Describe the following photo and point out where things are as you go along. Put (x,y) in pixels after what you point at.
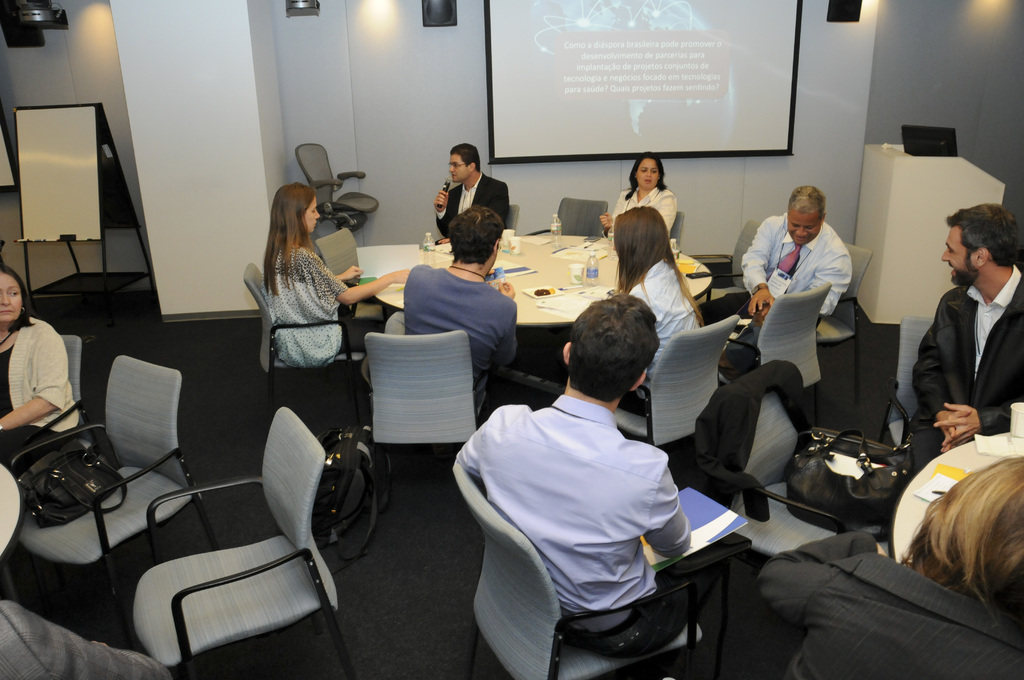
The group of persons (660,203) is sitting in front of a table (602,254) and the person (502,204) wearing black suit (489,198) is speaking in front of a mic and there are some people (928,358) sitting behind them.
